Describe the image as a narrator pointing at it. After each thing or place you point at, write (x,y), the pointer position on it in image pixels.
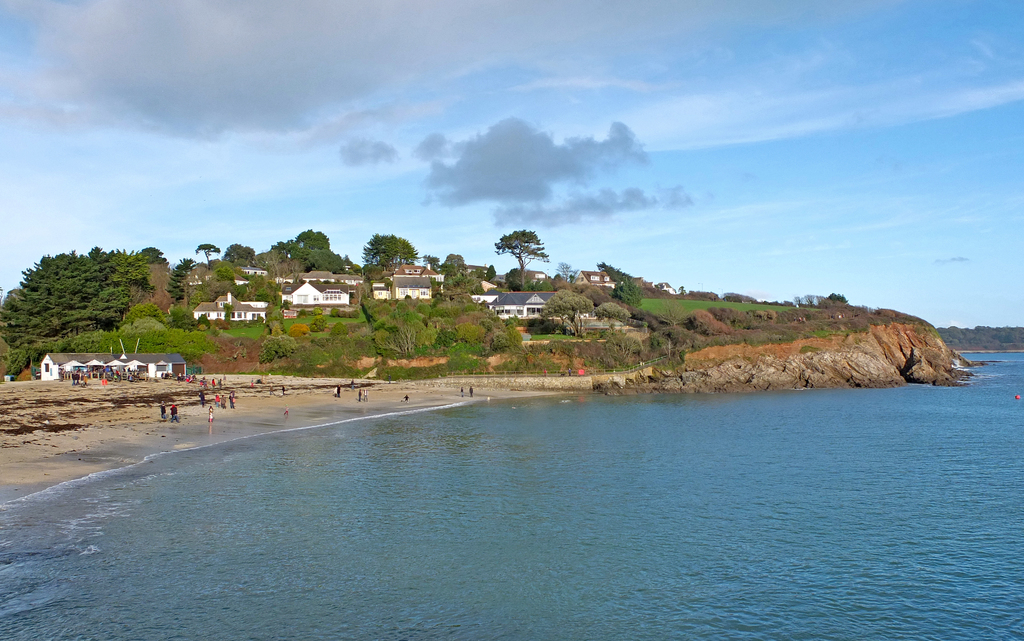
This image consists of a beach (90,439). On there are many persons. At the bottom (335,429), there is water (369,432). In the background (440,347), we can see many houses (257,275) and trees (49,275). At the top (355,160), there are clouds (56,86) in the sky (309,180).
